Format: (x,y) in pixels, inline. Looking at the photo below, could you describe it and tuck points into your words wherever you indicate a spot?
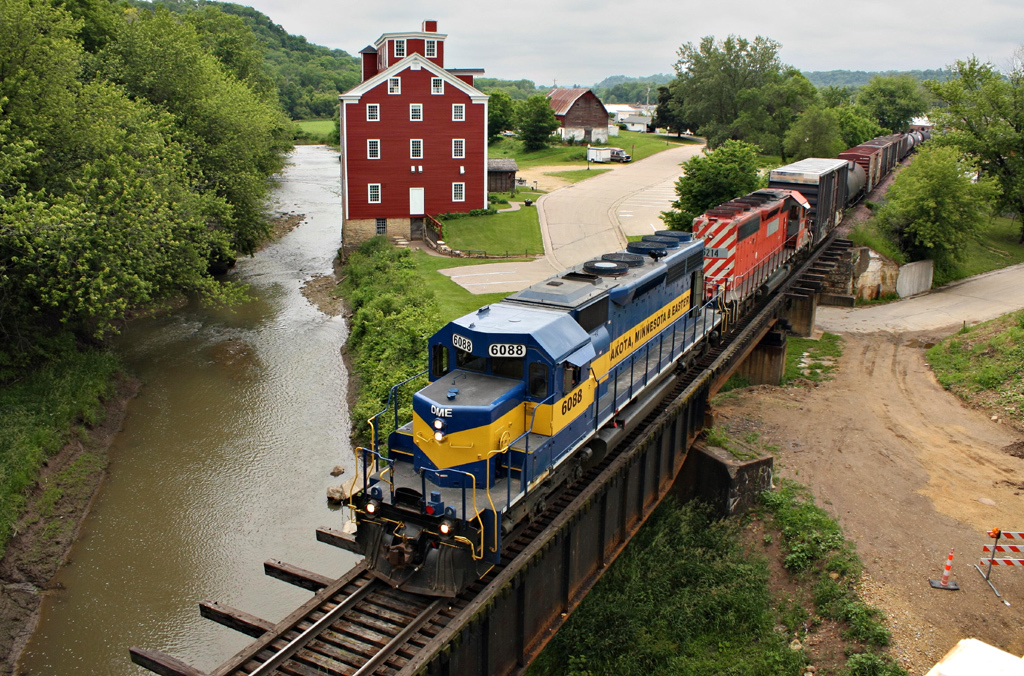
This image consists of a train (633,379). The engine (596,292) is in blue color. At the bottom (344,630), there is a track (328,638). In the background (184,161), there is a house (353,133) along with the trees (618,95).
